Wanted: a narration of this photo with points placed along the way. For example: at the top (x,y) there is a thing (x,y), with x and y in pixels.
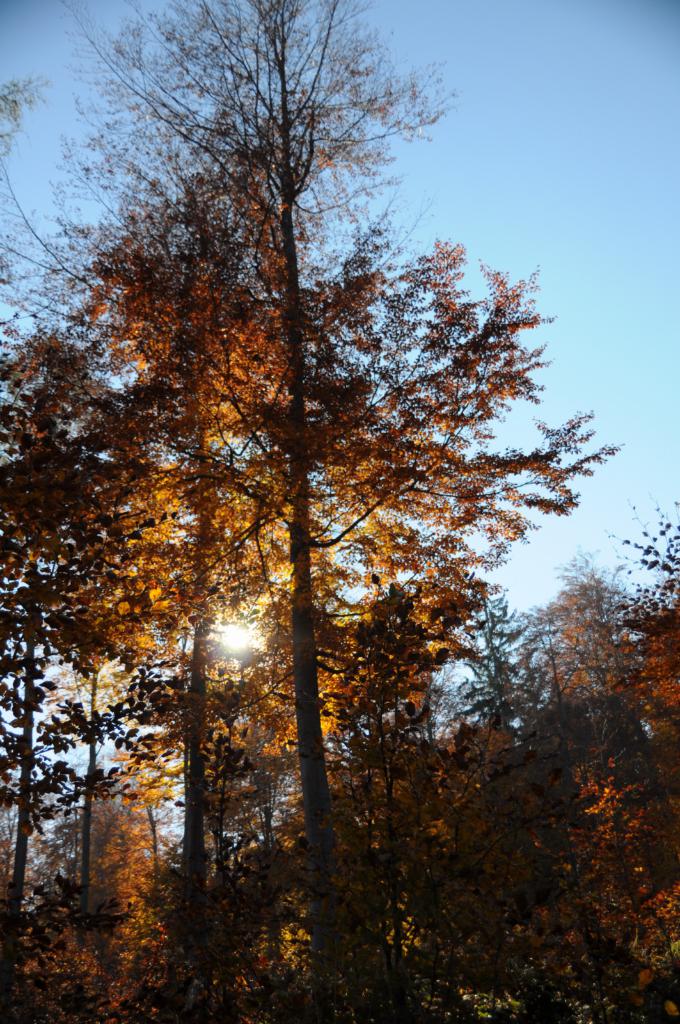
In this picture I can see number of trees (198,584) in front and in the background (594,28) I see the clear sky (418,194).
